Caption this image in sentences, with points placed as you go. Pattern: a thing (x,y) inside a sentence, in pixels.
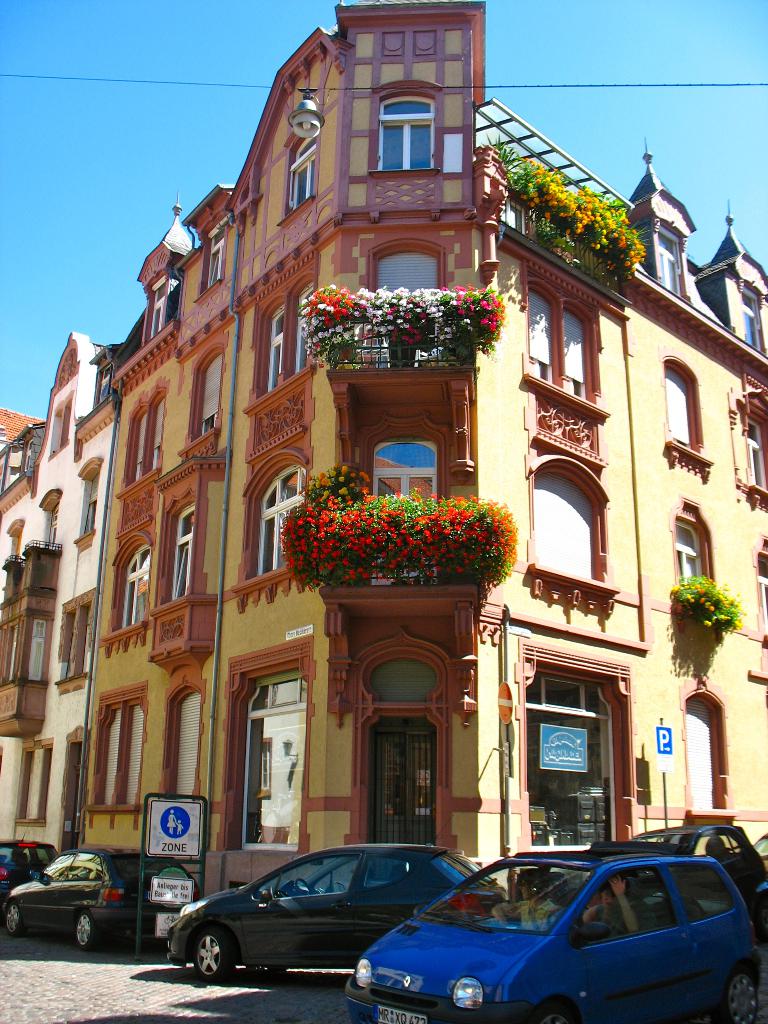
In this image in the center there are cars (408,918) and there is a board (161,845) with some text (168,851) written on it. In the background (168,505) there are buildings (527,466) and there are flowers (400,545) on the building (472,276) and there is a board (580,737) hanging on the wall (489,653) of the building (626,741).
